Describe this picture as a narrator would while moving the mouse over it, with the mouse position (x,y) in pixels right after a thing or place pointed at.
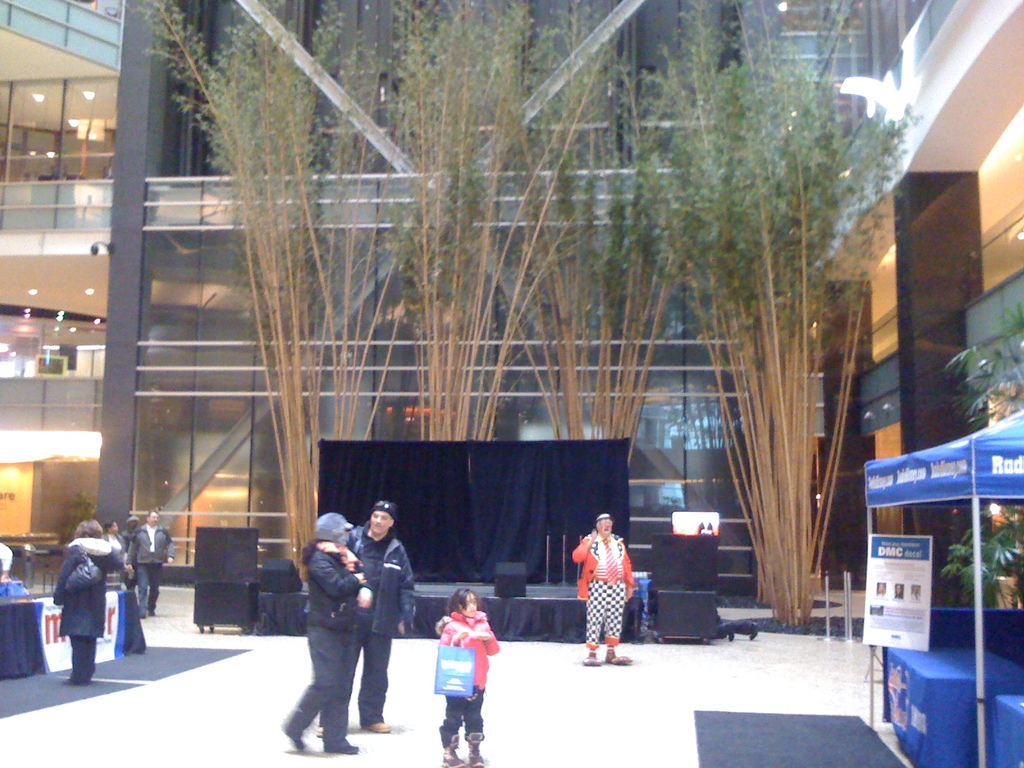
In the center of the image (452,452) we can see the stage (527,600), curtains (468,536), speakers (671,604), board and some people (587,572) are standing and wearing coats (474,645) and a girl (475,630) is holding a bag (450,670). In the background of the image (527,284) we can see the trees (306,331), buildings (992,265), pillars (942,239), railing (55,385), lights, roof (979,146). On the right side of the image (921,634) we can see a tent (984,711), board (887,600), tables (923,666). On the tables (924,680) we can see the clothes (937,657). On the left side of the image (88,598) we can see a table (47,601), board (53,617) and some people (110,528) are standing. At the bottom of the image (188,597) we can see the mats (799,718), floor (624,687) and barricades (845,577).
